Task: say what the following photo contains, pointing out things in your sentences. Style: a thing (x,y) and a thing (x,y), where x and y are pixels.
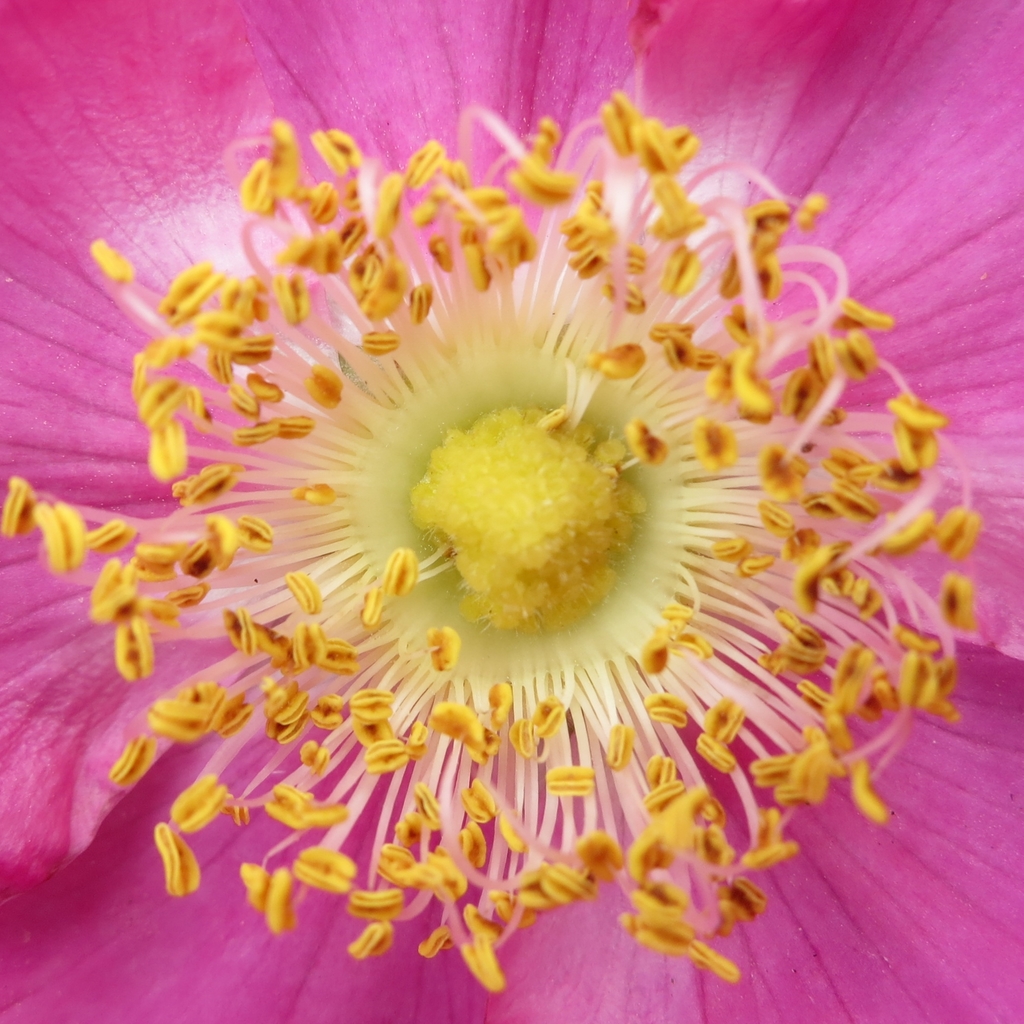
In this image we can see a flower (413,630).
